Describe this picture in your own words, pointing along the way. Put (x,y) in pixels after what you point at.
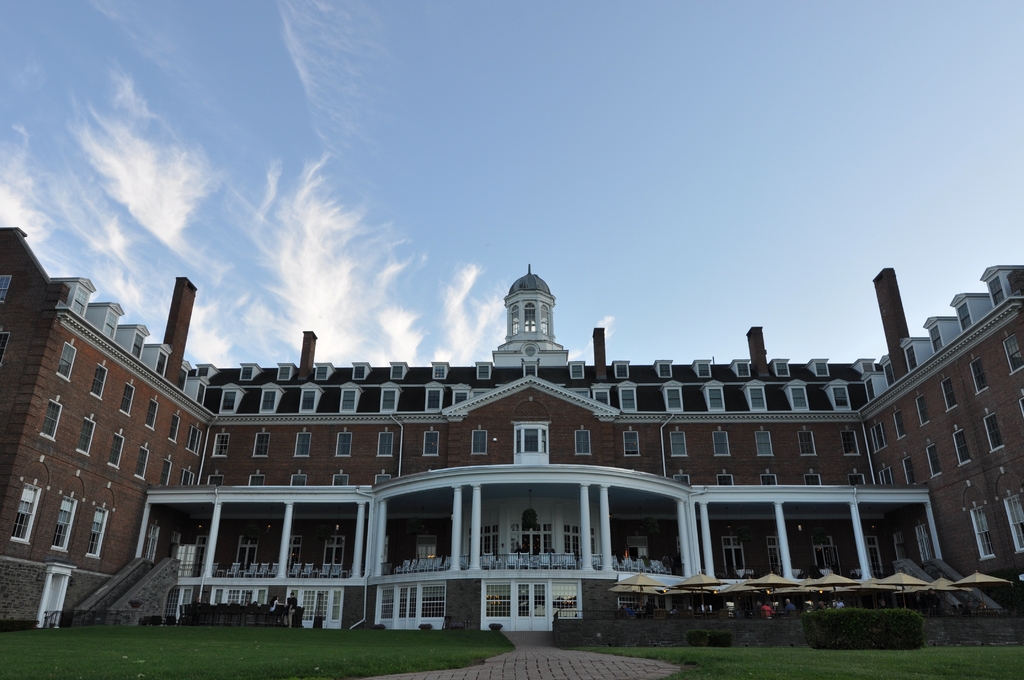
In this image there is the sky (501,100), there is a building (485,463) truncated, there are doors (536,615), there are windows (554,585), there is grass (206,651), there are plants (825,635), there are umbrellas (770,587), there are persons (288,599) in front of the building (38,582).
